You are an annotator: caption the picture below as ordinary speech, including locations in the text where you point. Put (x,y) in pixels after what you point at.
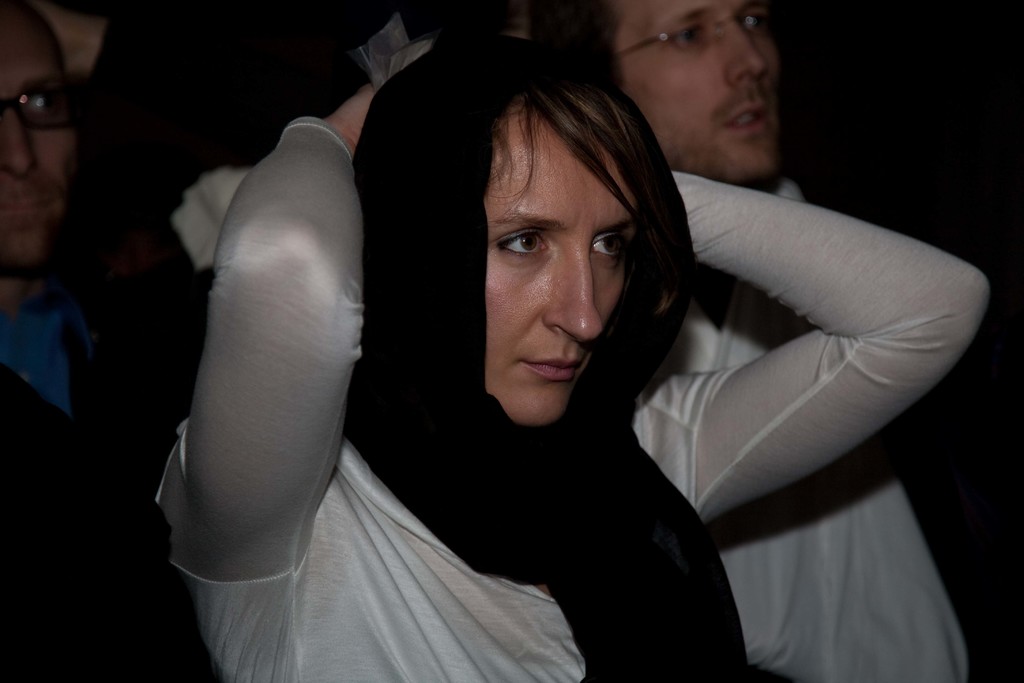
This picture shows few people (651,218) standing and we see couple of men (18,103) wore spectacles (675,48) on their faces (679,44) and a women (648,406) wore black cloth (661,338) on her head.
